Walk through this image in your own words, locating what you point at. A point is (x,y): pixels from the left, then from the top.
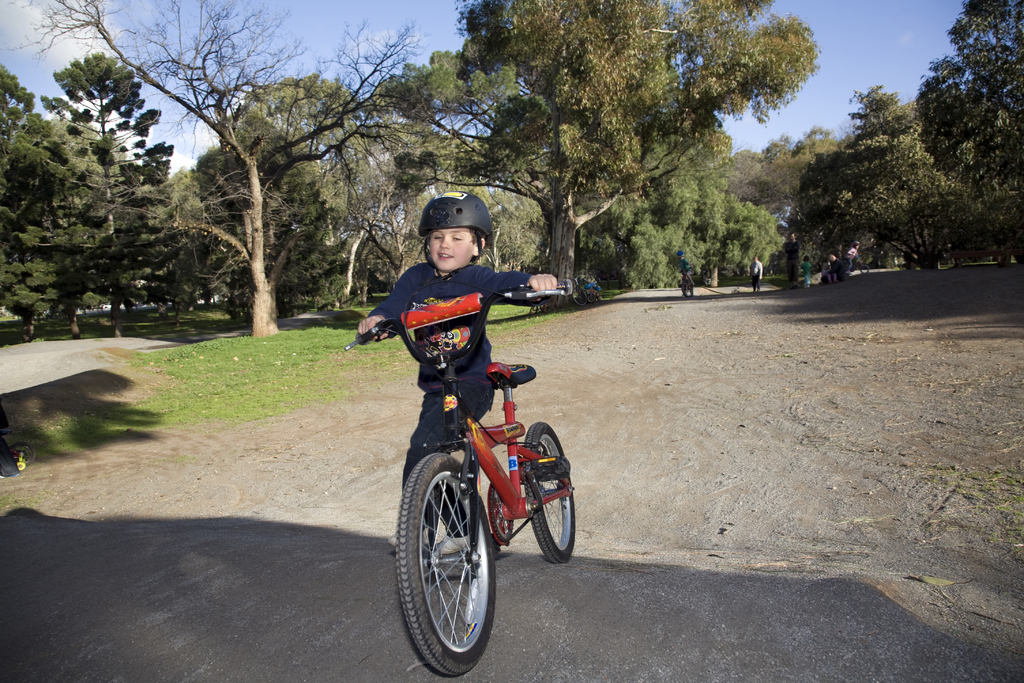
In this picture this person (432,423) standing and holding bicycle (453,416) and wear helmet (462,199). A far few persons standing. On the background (506,175) we can see trees (395,103) and sky (298,35) with clouds (85,36). This is sand (757,463). This is grass (238,363).
